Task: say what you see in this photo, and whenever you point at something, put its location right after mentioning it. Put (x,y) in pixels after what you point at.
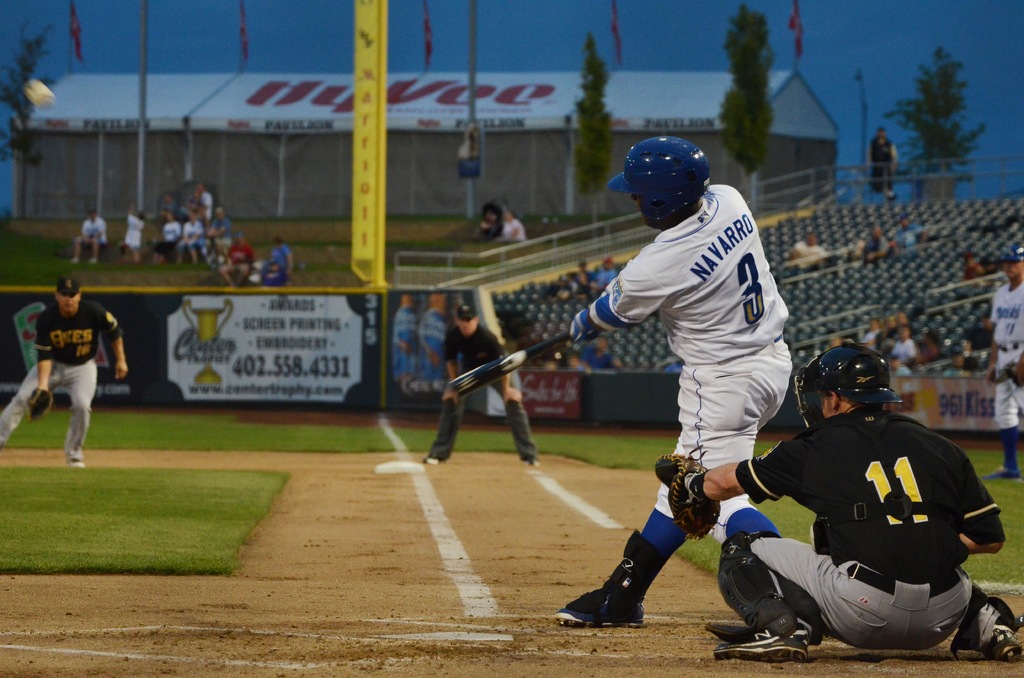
In this image we can see the players (691,419). We can also see the people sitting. We can see the stands (957,227), house (608,137), trees (757,107), railing (573,238), hoardings (361,344) and also the pole (364,102). We can also see the flags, sky (821,37) and also the ground (378,562) at the bottom (355,585).
